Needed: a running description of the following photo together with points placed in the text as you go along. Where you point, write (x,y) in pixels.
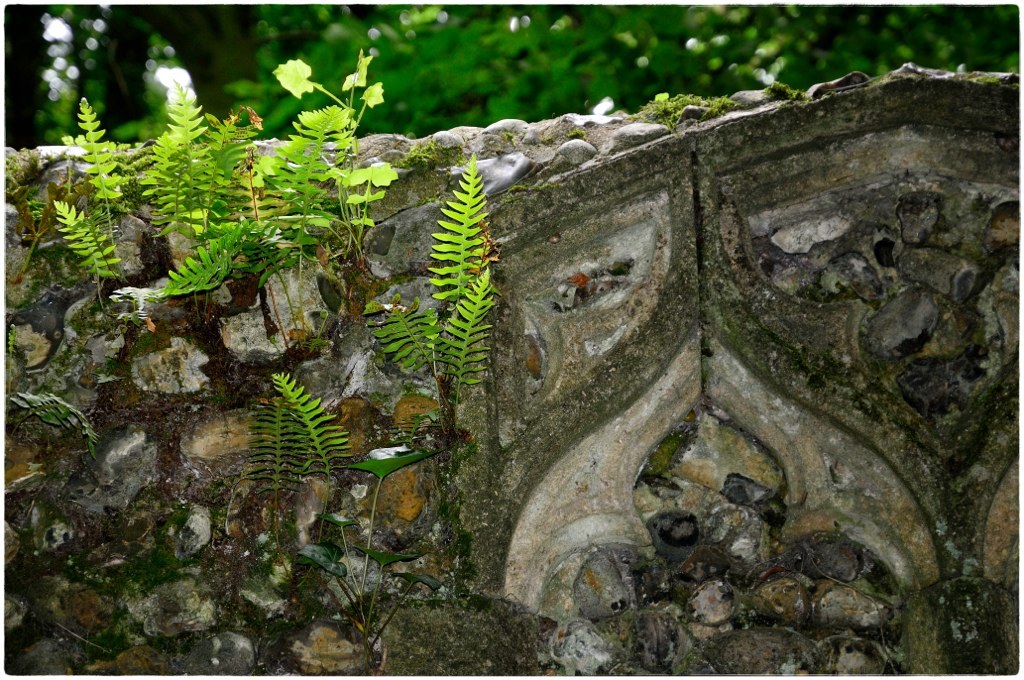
In this image I can see a wall (735,438) and on the wall (586,406) I can see few plants (237,210) which are green in color and in the background (327,58) I can see few trees (355,40).
